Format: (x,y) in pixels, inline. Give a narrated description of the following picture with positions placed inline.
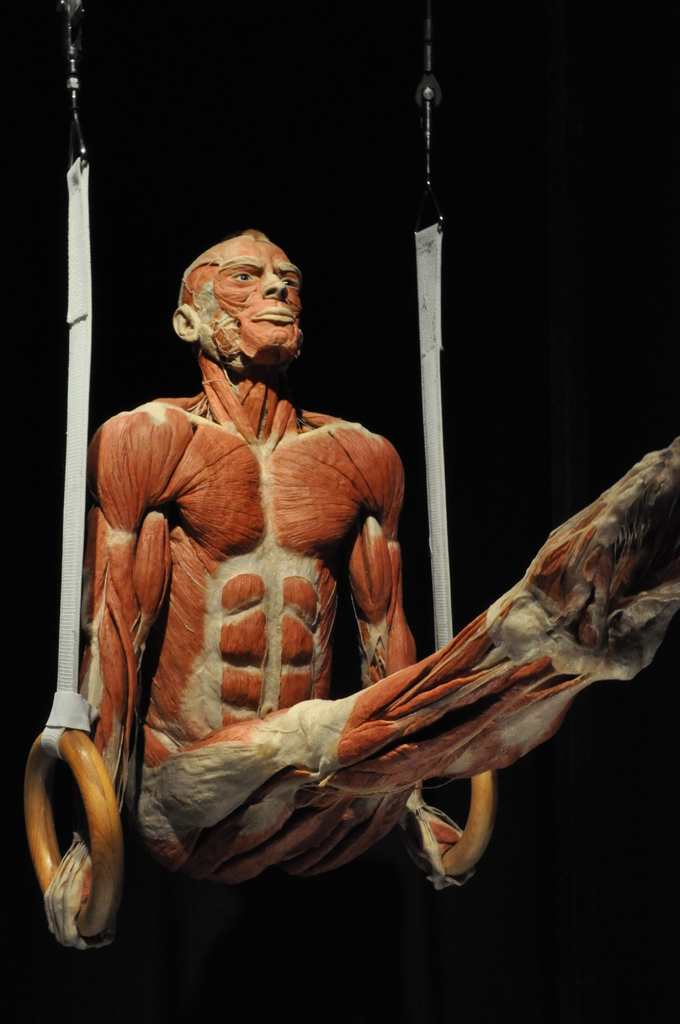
In this picture we can observe an anatomy (330,501) of a human body (223,563) showing a sample exercise. We can observe two brown color rings (84,776) and two white color threads (77,538). In the background (263,146) it is completely dark.
